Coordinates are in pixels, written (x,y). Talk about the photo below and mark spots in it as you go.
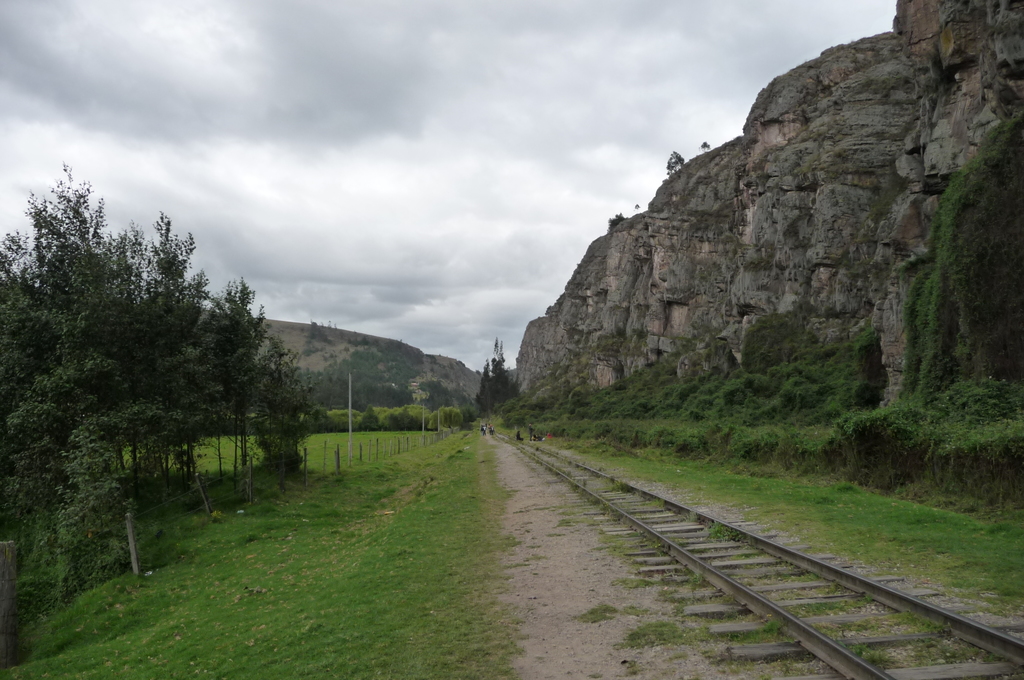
In this image, we can see a track (636,513) in beside the hill (790,269). There are some trees (186,388) on the left side of the image (95,408). There is a sky (362,186) at the top of the image (485,99).
